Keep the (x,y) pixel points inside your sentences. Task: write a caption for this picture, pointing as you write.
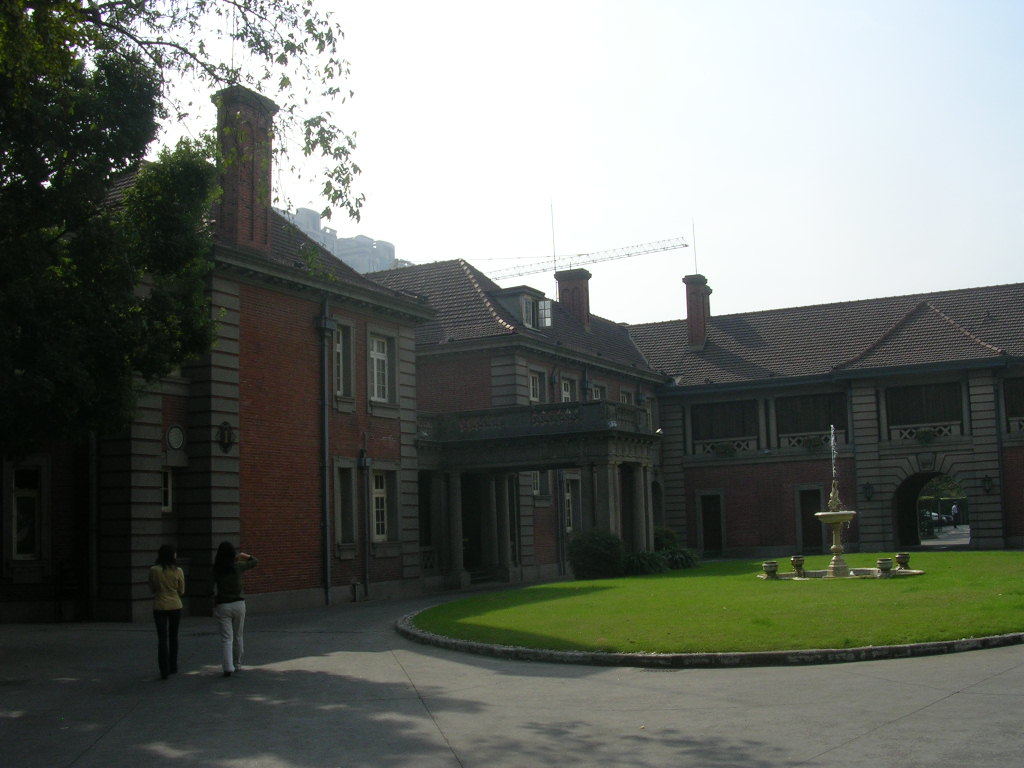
In this picture we can see buildings (688,434), plants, grass (835,612), and trees (203,297). There are two persons (181,611) walking on the road (449,664). Here we can see a water fountain (822,570) with water (831,449). In the background (741,270) there is sky (772,234).
